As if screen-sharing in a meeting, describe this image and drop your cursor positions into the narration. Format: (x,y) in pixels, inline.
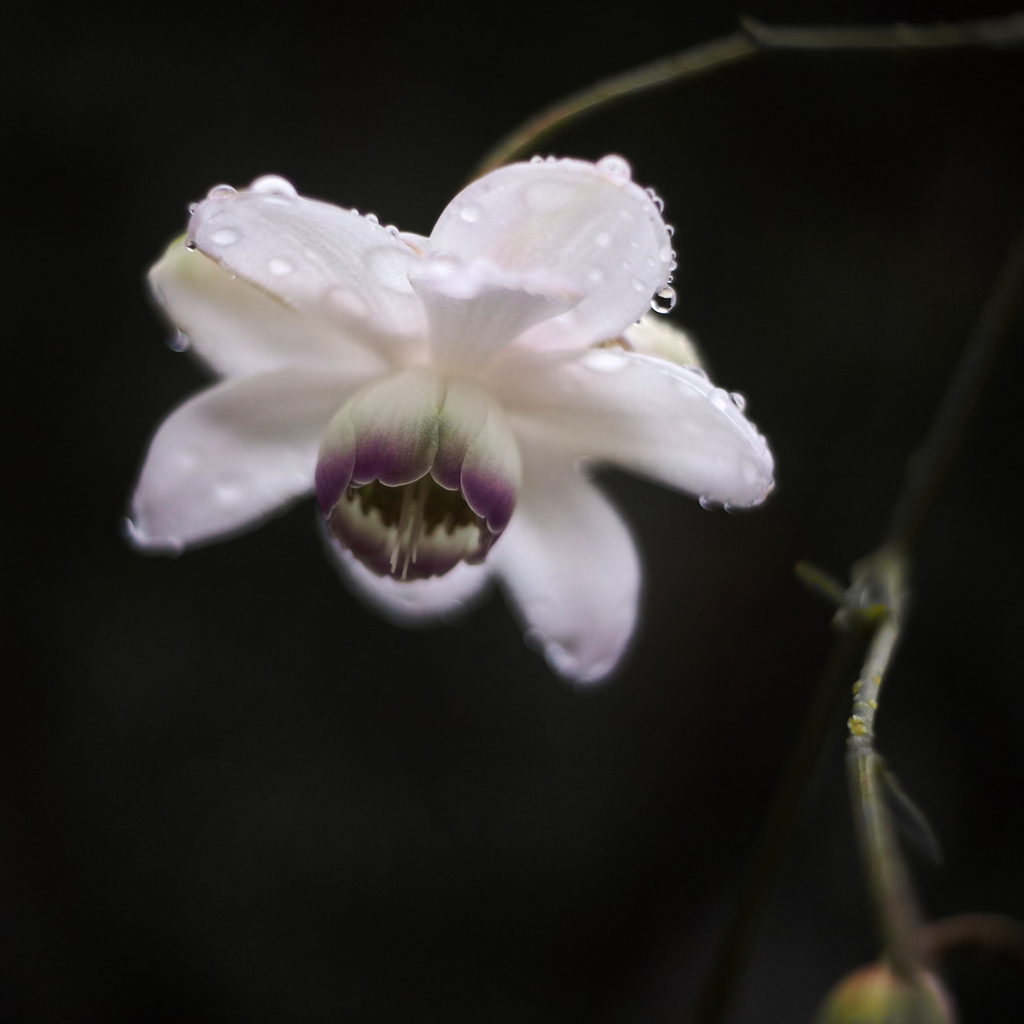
In this picture I can see the flower (484,372). I can see water drops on it
